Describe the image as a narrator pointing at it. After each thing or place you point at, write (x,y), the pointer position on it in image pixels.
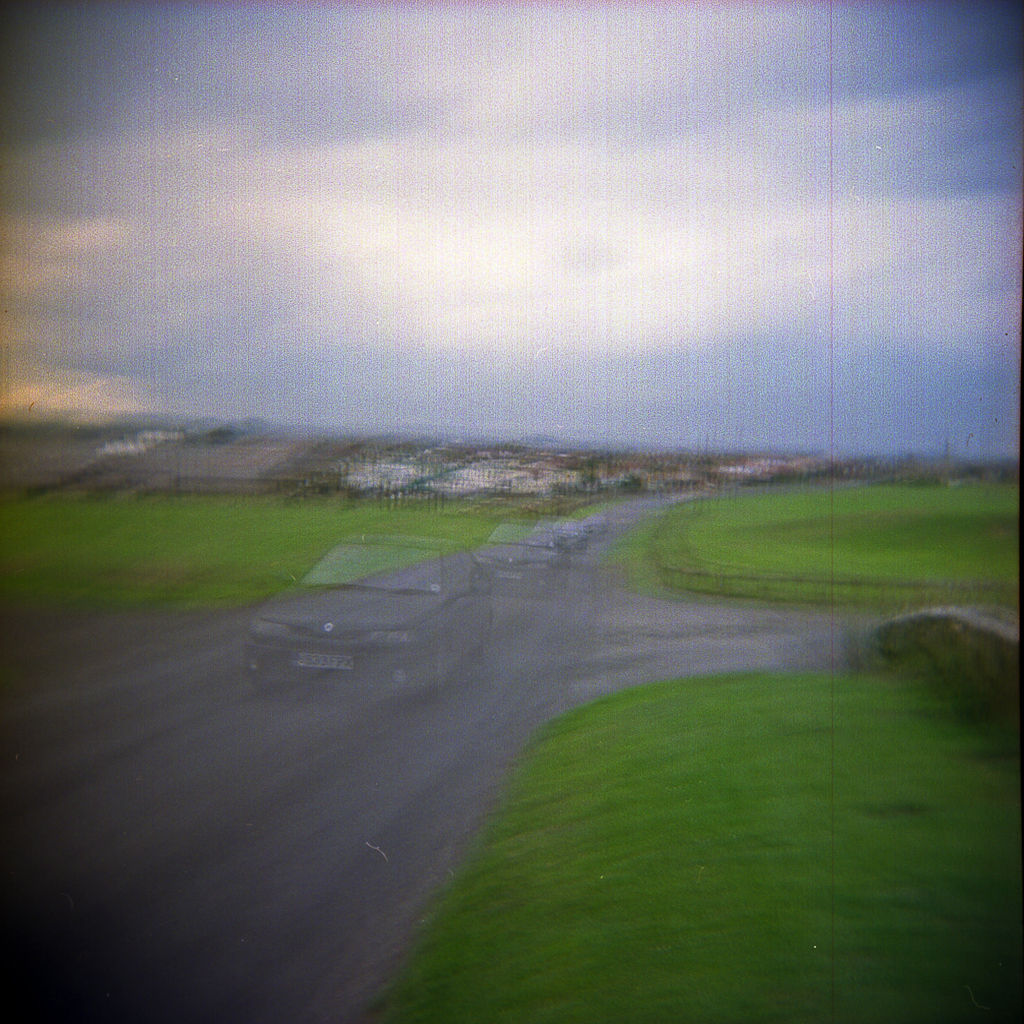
It is a graphic picture. In the image in the center (365,633), we can see a few vehicles (288,617) on the road (470,745). In the background (533,306), we can see the sky (343,323), clouds (693,188), buildings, grass (249,517) etc.
